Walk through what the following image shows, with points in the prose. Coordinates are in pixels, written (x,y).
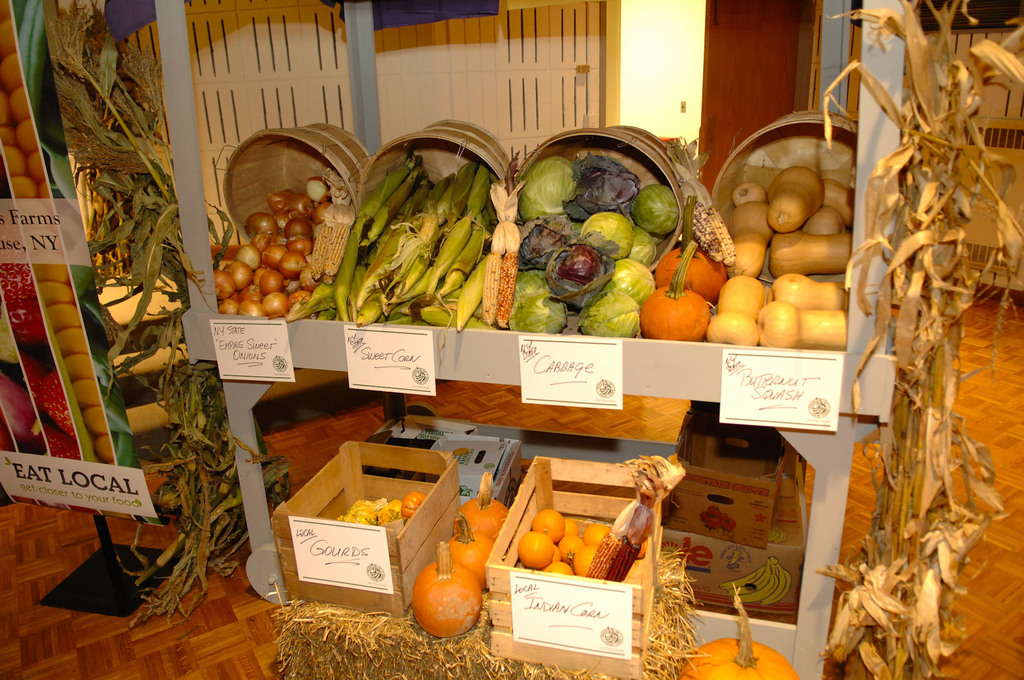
In the picture I can see few types of vegetables (464,325) are kept on the shelf (340,363), I can see wooden baskets (288,189) in which few more vegetables (620,567) are kept, I can see some fruits (433,599) are placed dry grass (416,640), I can see cardboard boxes (736,492), dry plants (931,340), name boards (251,367) and a board (31,489) on the left side of the image (105,525) is placed on the floor (207,620). In the background (336,104), I can see the wall (301,102).
